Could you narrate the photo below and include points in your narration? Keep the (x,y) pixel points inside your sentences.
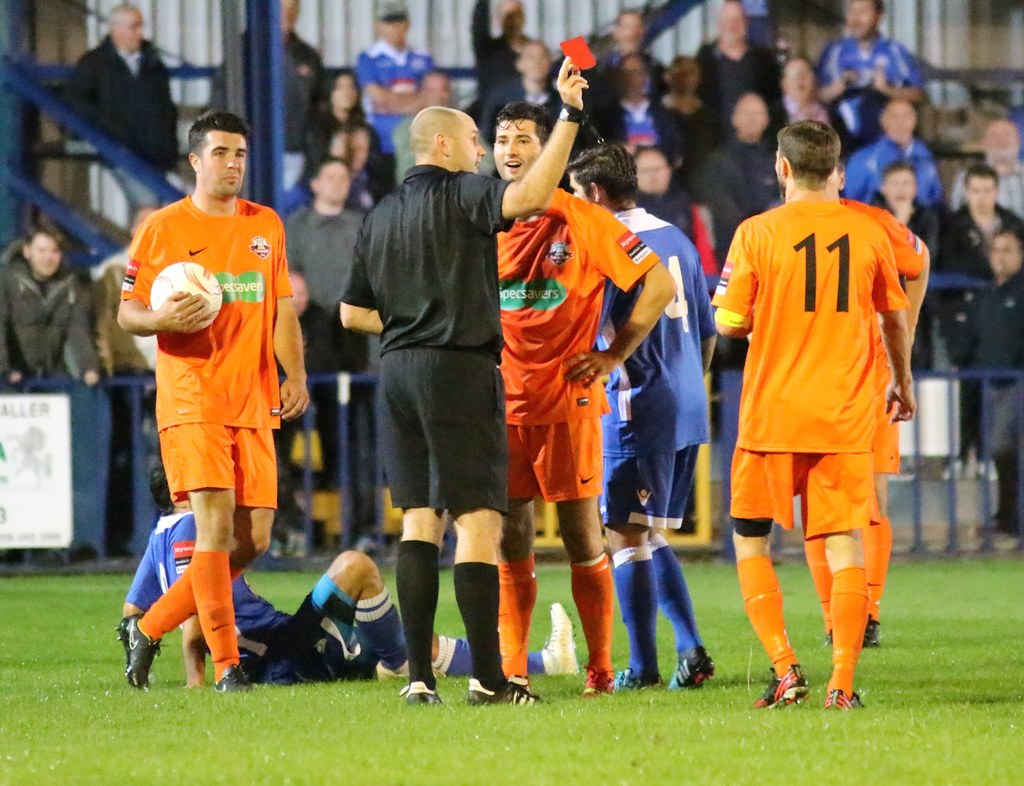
In this picture there are group of people (550,291) who are standing. There is a man (297,623) who is sitting on the ground (339,743). There is some grass (641,732) and there are few people (27,296) who are standing at the background (636,147).
